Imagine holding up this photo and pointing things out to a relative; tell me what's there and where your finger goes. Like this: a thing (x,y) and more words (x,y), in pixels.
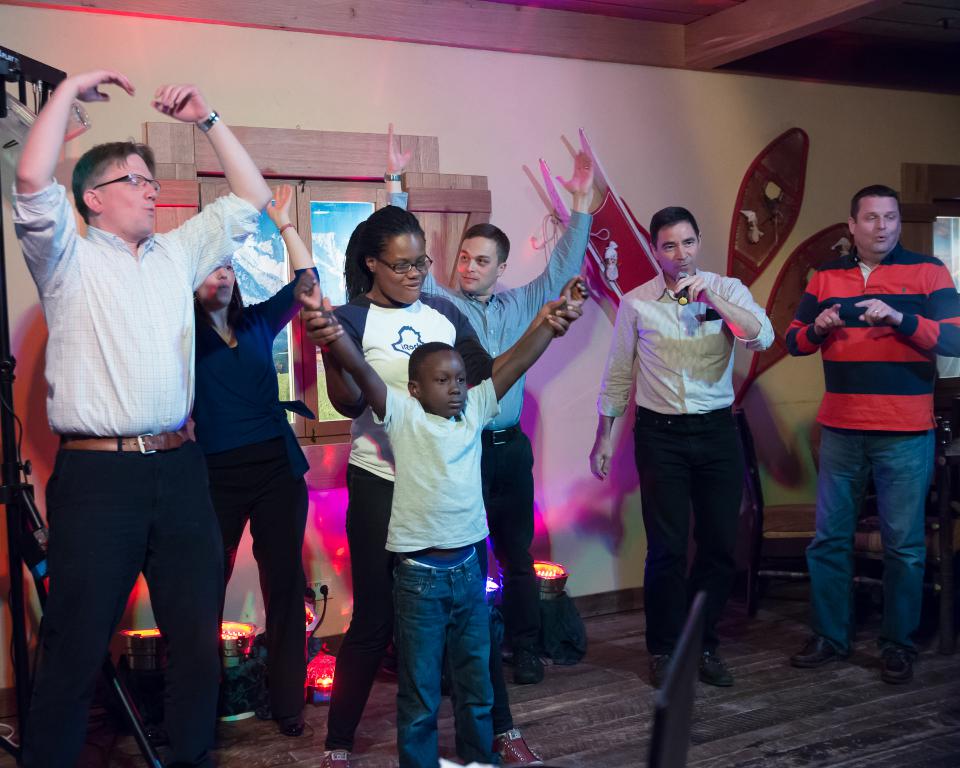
In this image there is a boy (469,538) standing, there are two women (357,268) standing, there are four men (847,279) standing, there is a man (674,389) holding an object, there is a floor (712,740) towards the bottom of the image (870,697), there is an object (693,631) towards the bottom of the image (687,677), there are lights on the floor (713,702), there is a stand (14,461) towards the left of the image (23,474), there is a wall (561,376) behind the persons (656,381), there is an object (604,279) on the wall (764,436), there are windows (314,377), there is roof (677,26) towards the top of the image (678,29).
